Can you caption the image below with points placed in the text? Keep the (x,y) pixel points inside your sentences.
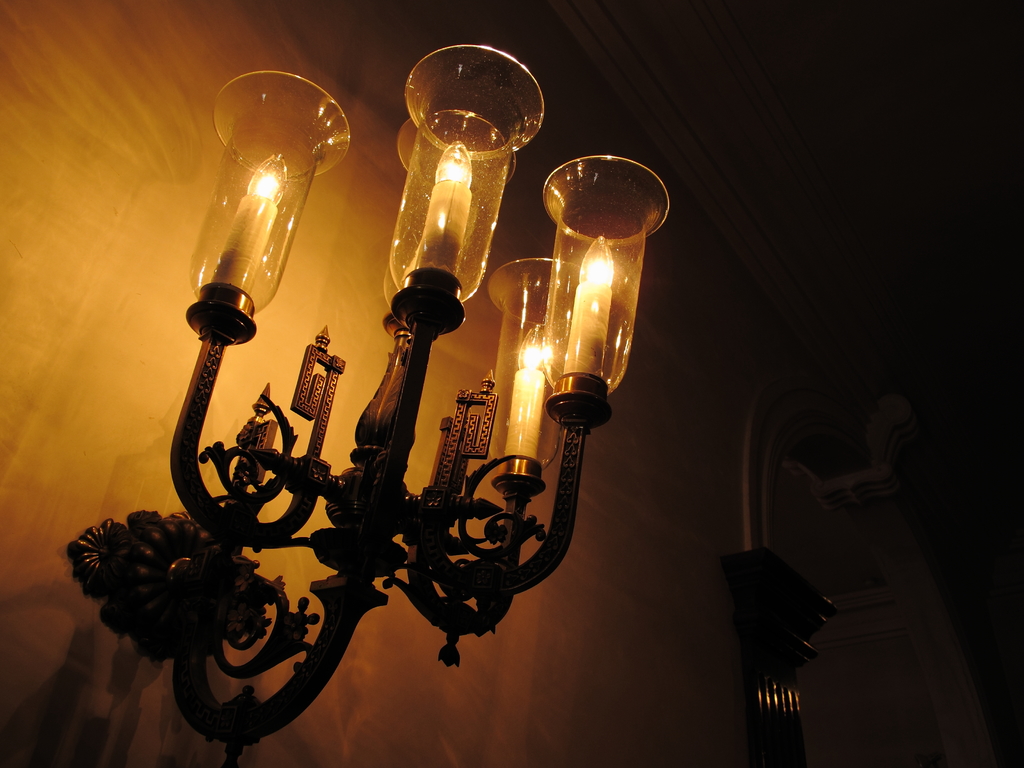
In this image I can see on the left side (274,432) there are lamps (462,486).
